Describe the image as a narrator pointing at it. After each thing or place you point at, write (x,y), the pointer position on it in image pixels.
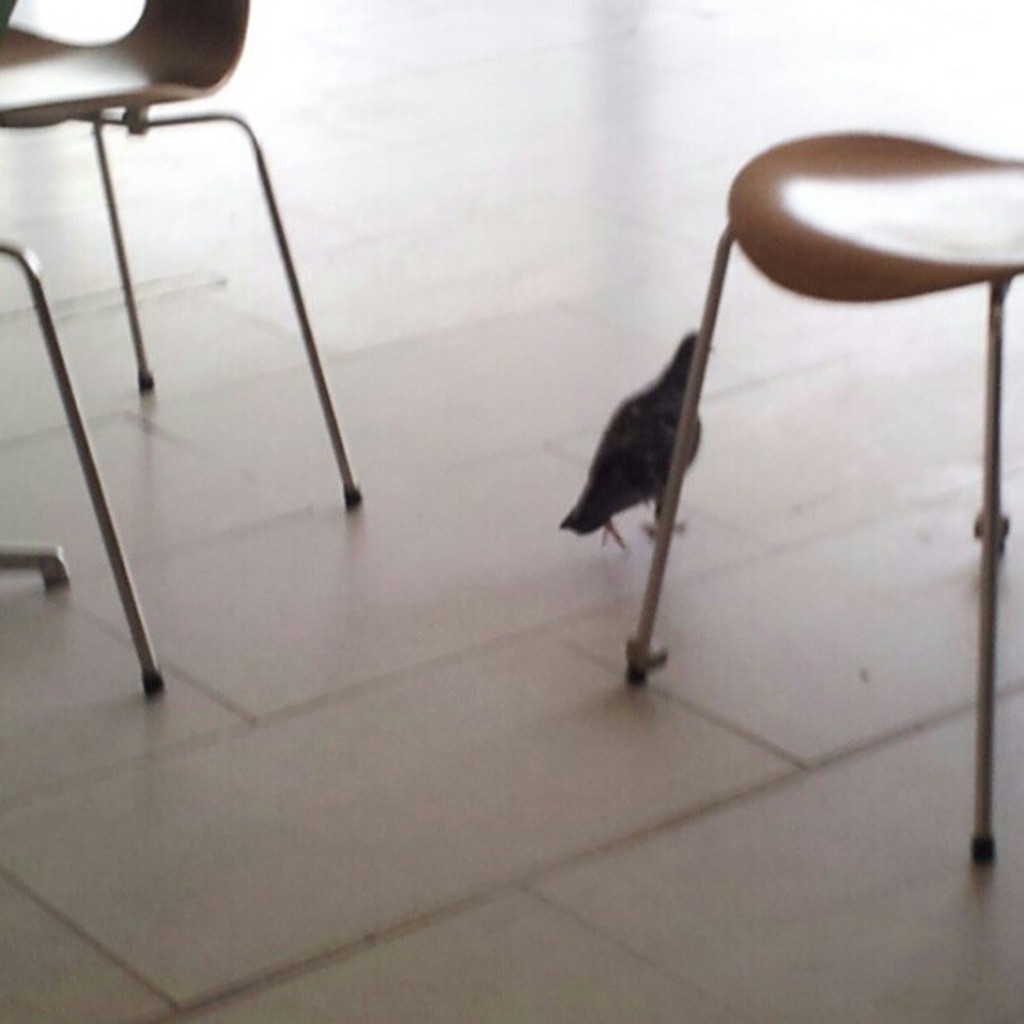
In this image i can see two chairs (925,173), there is a bird (627,456) on the floor (704,423).
